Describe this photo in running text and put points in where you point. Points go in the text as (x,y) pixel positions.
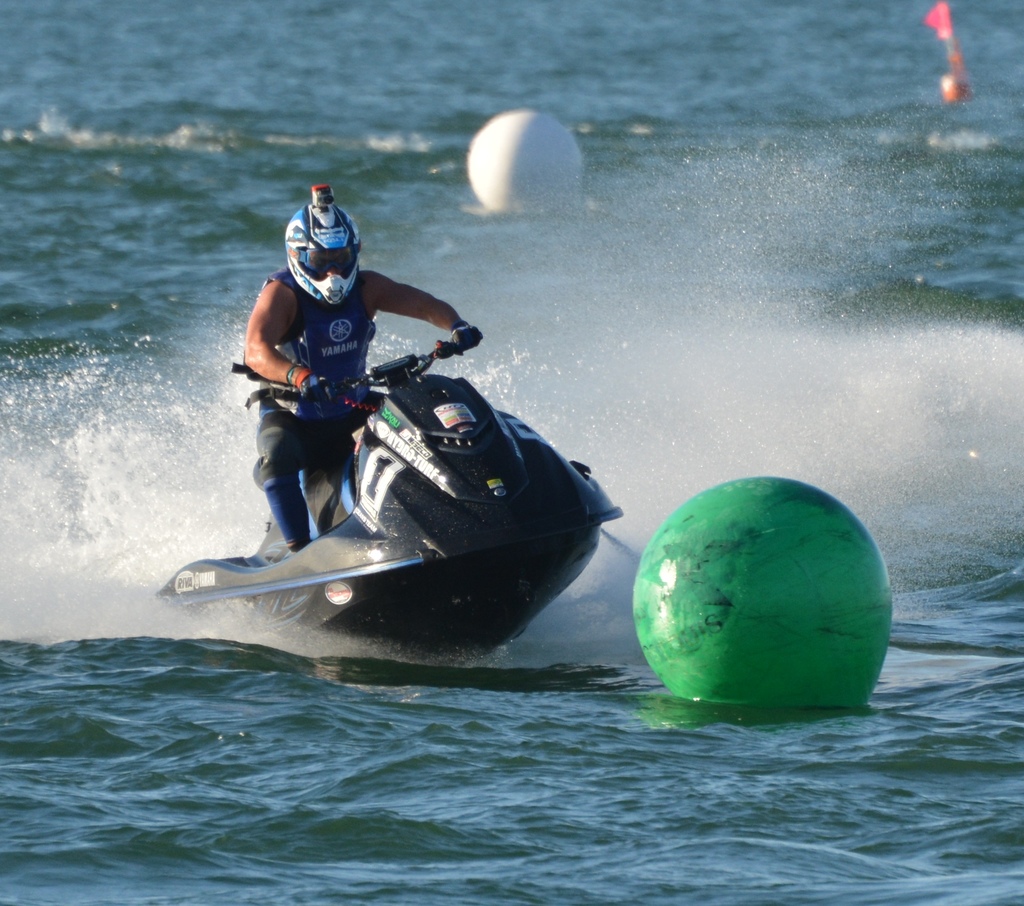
In this image there is water (630,823) at the bottom (652,824). There is a circular object (767,683) and a small flag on the right corner (709,635). There is a person (290,358) and a jet ski (372,503) in the foreground (271,403). There is water (458,115) and a circular object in the background (399,120).
